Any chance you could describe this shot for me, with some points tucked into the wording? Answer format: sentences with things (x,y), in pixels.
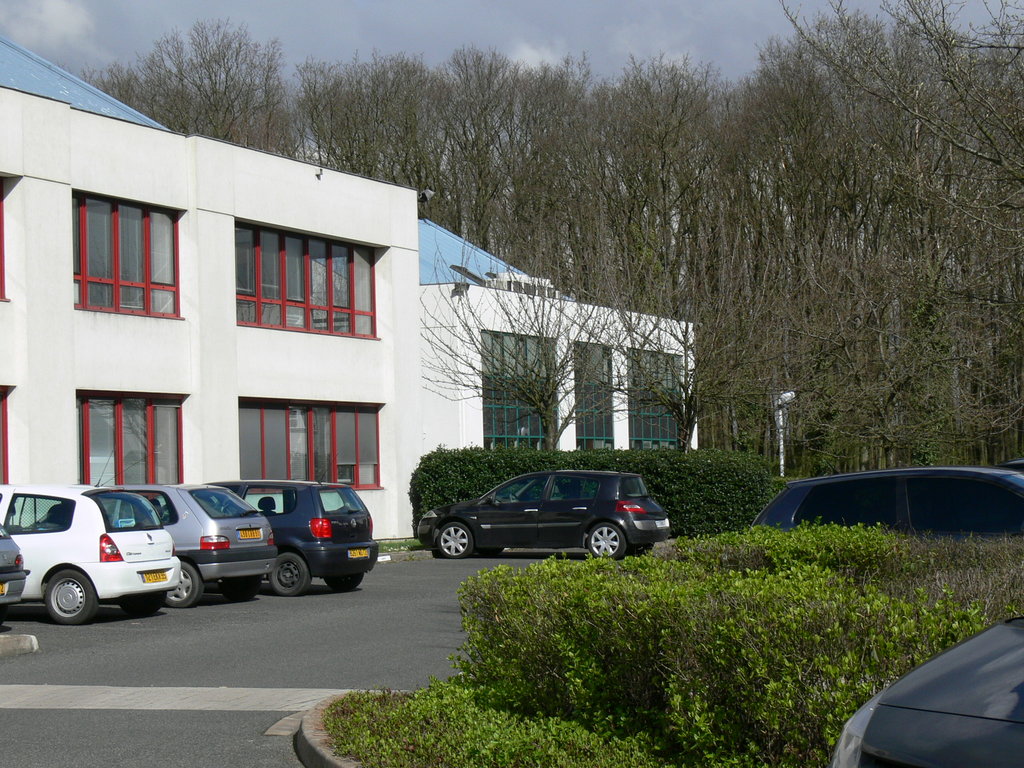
In this image I can see few buildings (344,177), windows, trees (878,154), pole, plants (770,467) and few vehicles (29,549) on the road (57,655). The sky (353,54) is in blue and white color.
